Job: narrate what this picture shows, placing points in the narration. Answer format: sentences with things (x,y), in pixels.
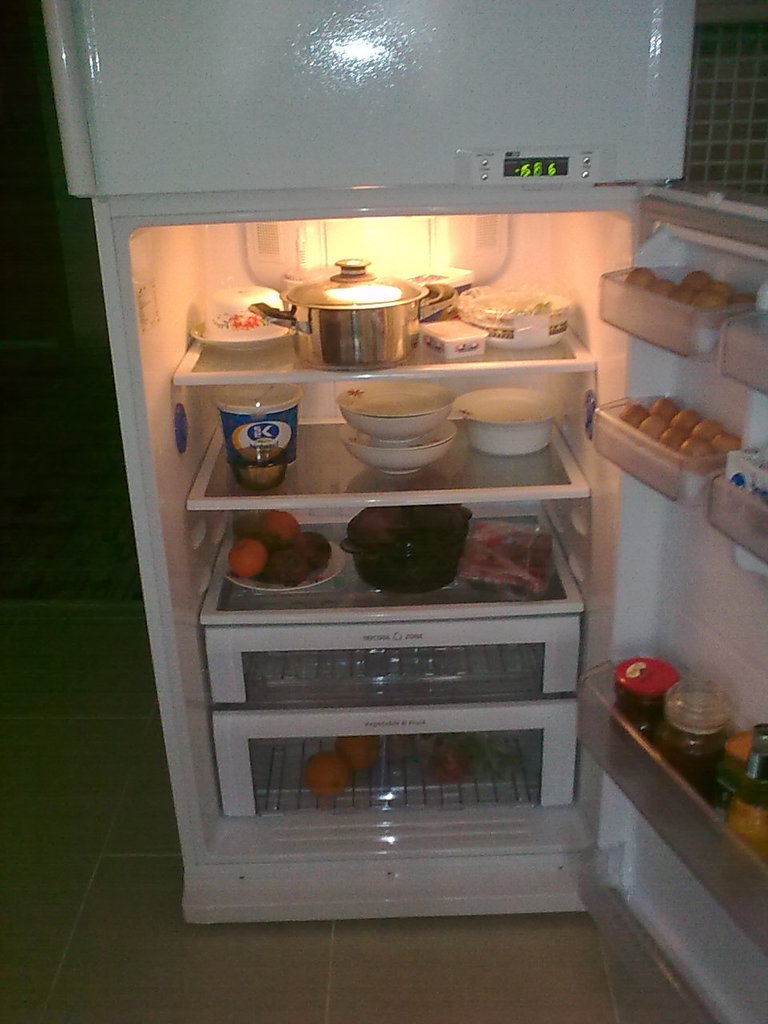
In this image we can see one white refrigerator (211,138) on the floor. There are some eggs (675,433), some bowls (387,583), some bottles (723,725), some boxes (759,489), fruits (277,576) and some objects (429,589) in the refrigerator (626,563). One object (756,149) on the top right side of the image (759,159), some numbers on the refrigerator (572,156), some objects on the left side of the image (47,268) and the background (43,180) is dark.
